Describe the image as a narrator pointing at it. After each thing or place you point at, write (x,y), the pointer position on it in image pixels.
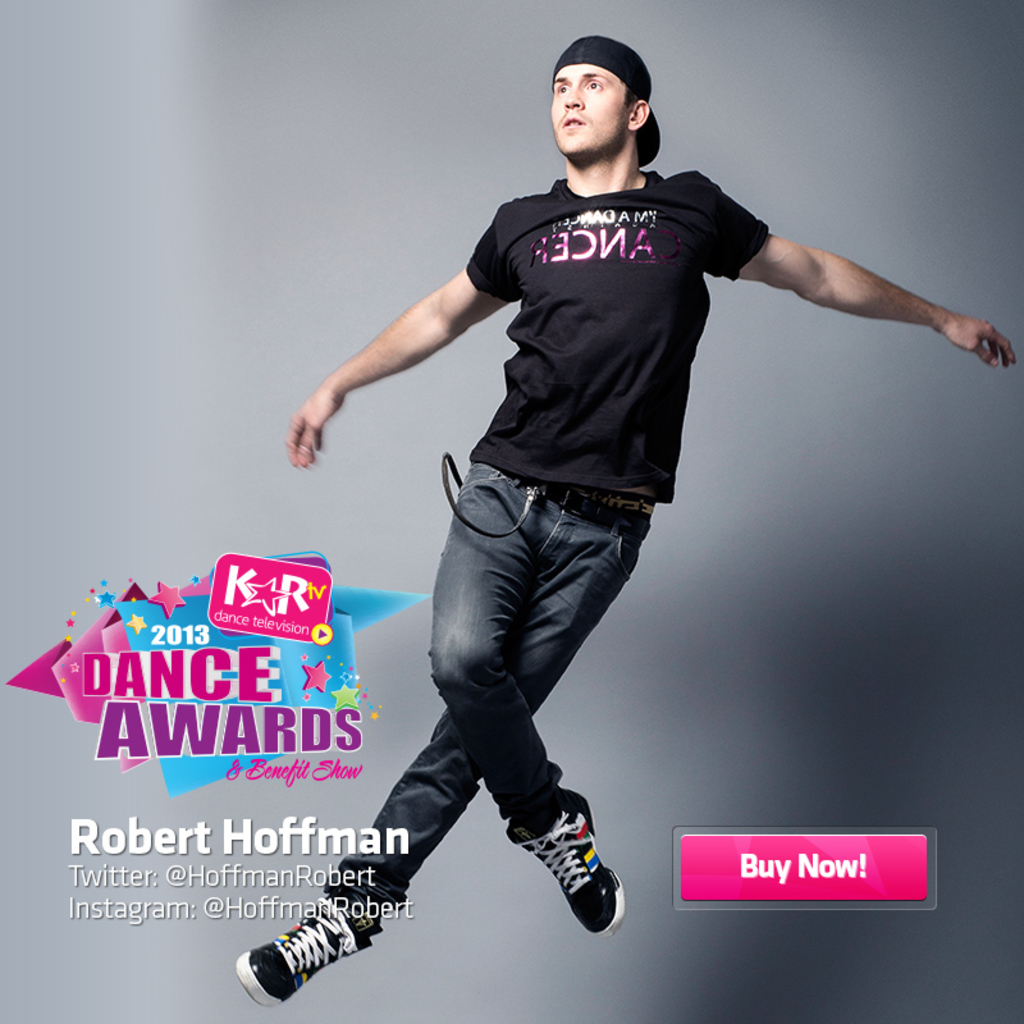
In the image there is a man (537,541) with a cap (622,74) on his head (602,101). On the left side of the image (68,649) there is a logo (161,746) and below that there is something written on it. And on the right side of the image (707,837) there is a button (751,889) with something written on it.
